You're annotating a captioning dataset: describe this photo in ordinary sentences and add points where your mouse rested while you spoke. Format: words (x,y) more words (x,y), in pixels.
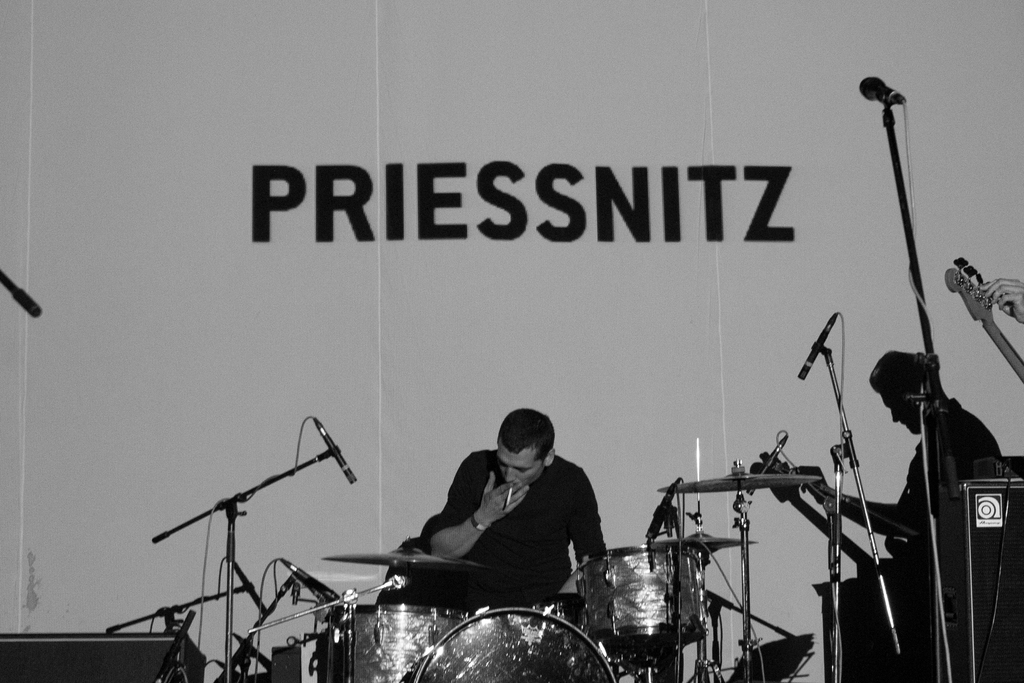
In this picture we can see a man (459,516) smoking. There are drums (411,628), mics (227,633) and other musical instruments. We can see two people (1016,306) playing musical instruments (903,522) on the right side (1013,286). There is a text (485,181) in the background (575,228).
